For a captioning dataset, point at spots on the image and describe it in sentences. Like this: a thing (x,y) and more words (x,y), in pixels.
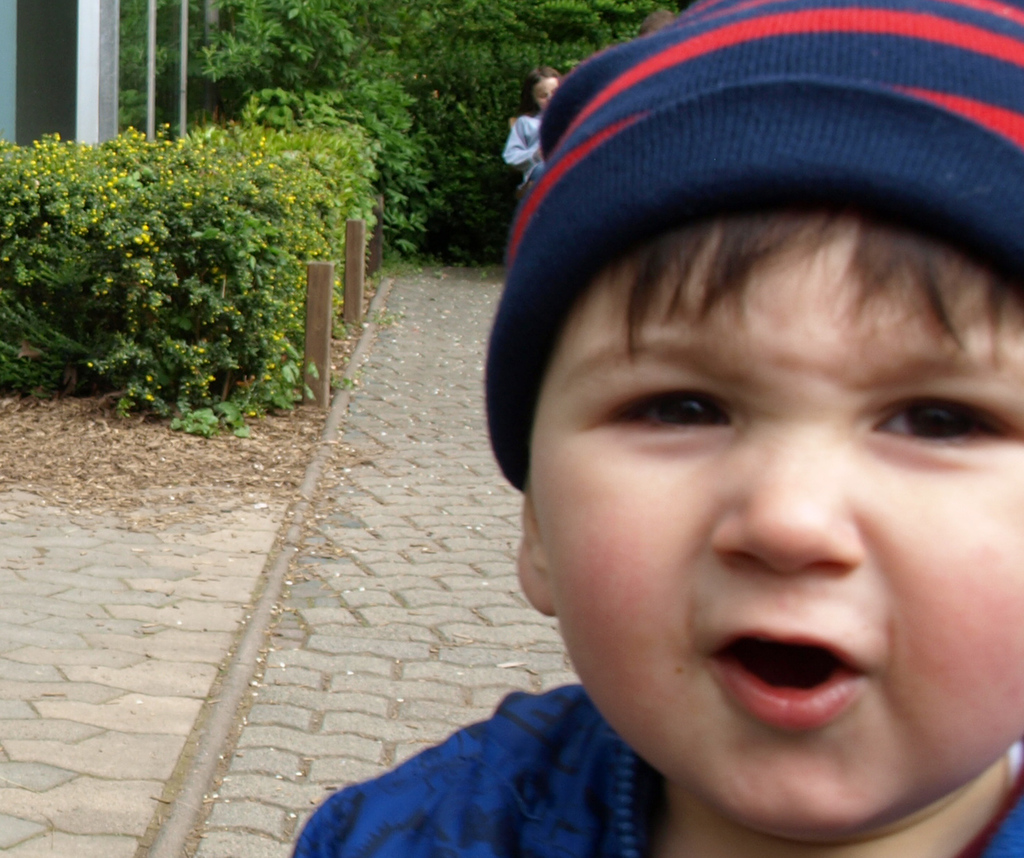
In this picture there is a small boy (840,614) on the right side of the image (786,532) and there is a girl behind him and there are bushes (382,77) and greenery (433,83) in the background area of the image (342,247).
